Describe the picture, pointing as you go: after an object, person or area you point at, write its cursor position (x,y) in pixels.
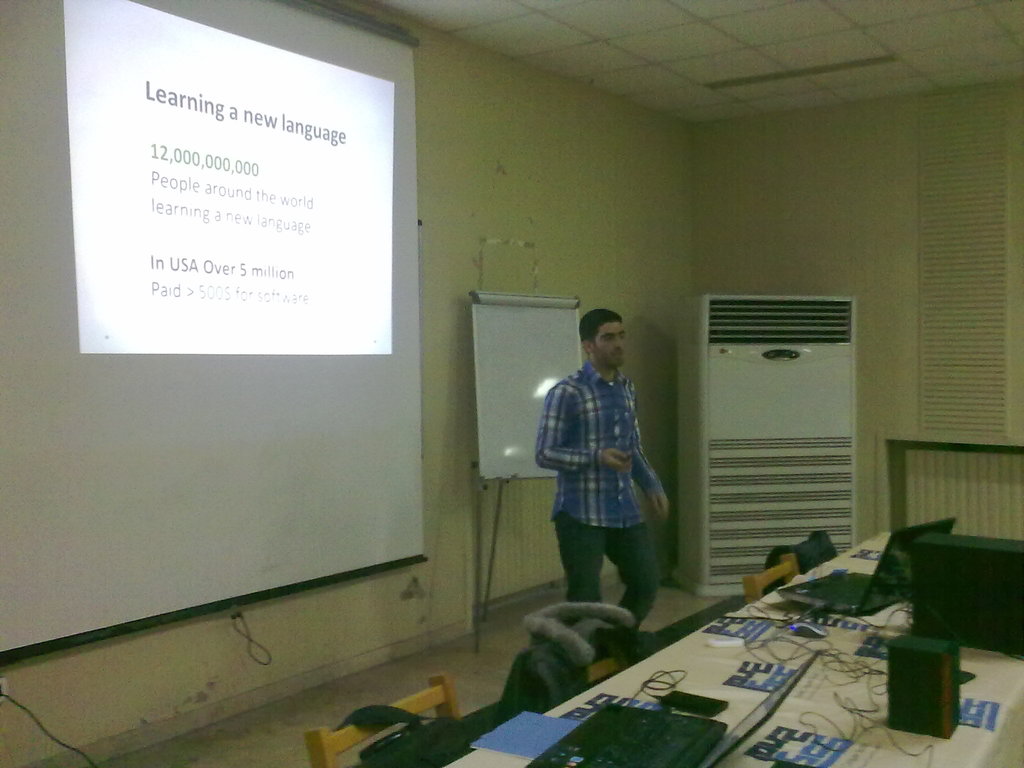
In front of the image there is a table (813,640). On top of it there are laptops (548,762) and a few other objects (711,708). There are some objects (551,678) on the chairs (319,753). There is a person (551,415) standing on the floor (499,635). In the background of the image (374,261) there is a wall (426,615), board (534,418), screen (6,200) and a cooler (725,479).
